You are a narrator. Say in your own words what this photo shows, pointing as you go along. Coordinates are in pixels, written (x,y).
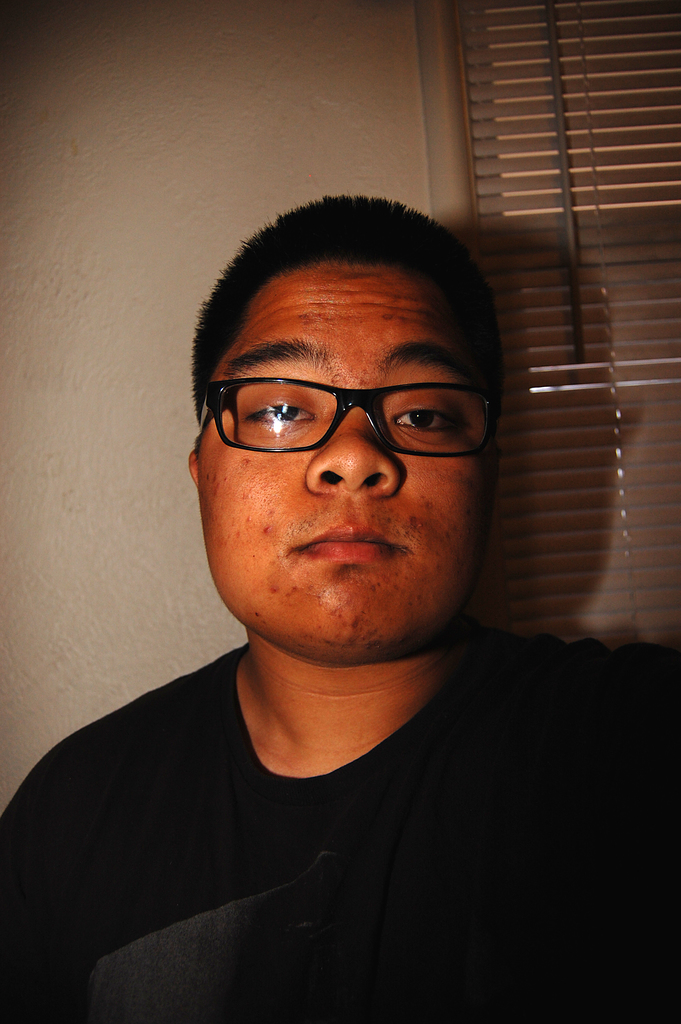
In this picture we can see a man (228,853) in the black t shirt (295,816). Behind the man (222,701) there is a wall (72,254) with a window (591,191).
